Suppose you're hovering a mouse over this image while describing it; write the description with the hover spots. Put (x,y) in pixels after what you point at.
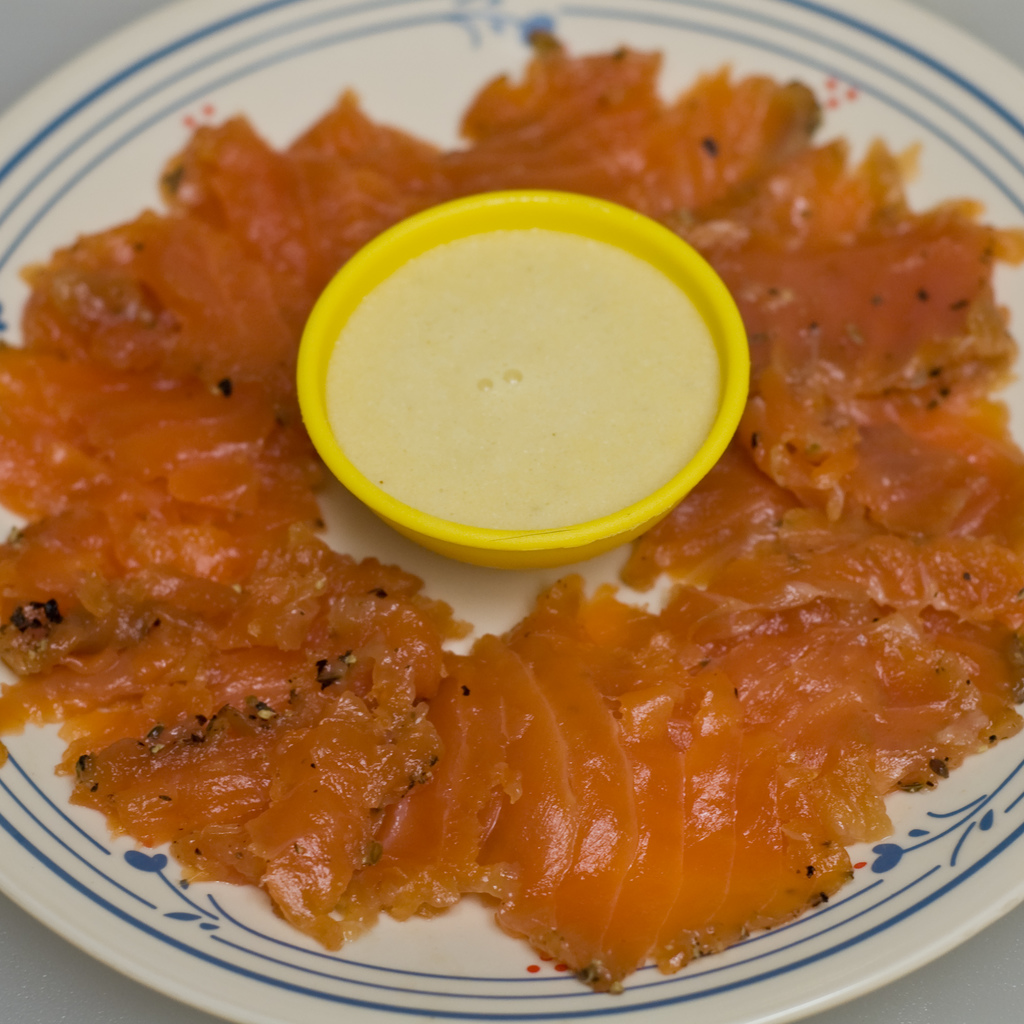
In this image there is a plate (65,906), and in the plate (197,927) there is food (49,600) and there is a bowl (467,315). In the bowl (450,325) there is some liquid (421,350) and there is a white background (972,977) it might be a table (69,982).
